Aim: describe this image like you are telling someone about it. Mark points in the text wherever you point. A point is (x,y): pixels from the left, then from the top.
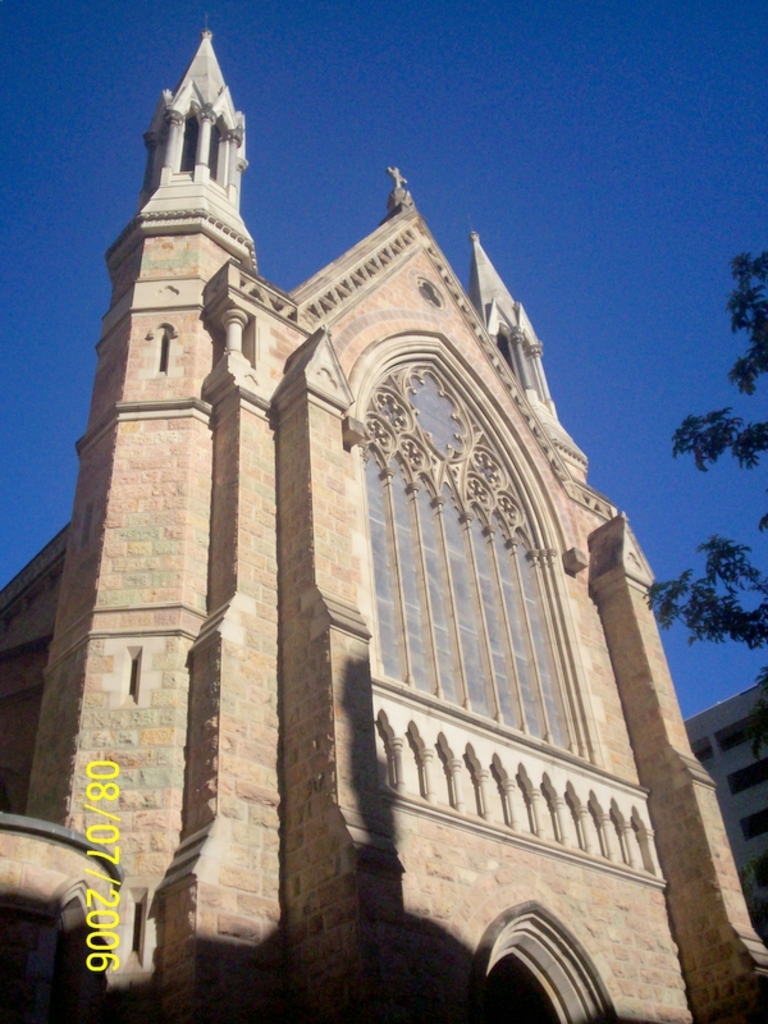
In the center of the image (318,534) we can see building (363,489). On the right side (751,368) there is a tree (718,566). In the background (443,42) there is a sky (34,108).
